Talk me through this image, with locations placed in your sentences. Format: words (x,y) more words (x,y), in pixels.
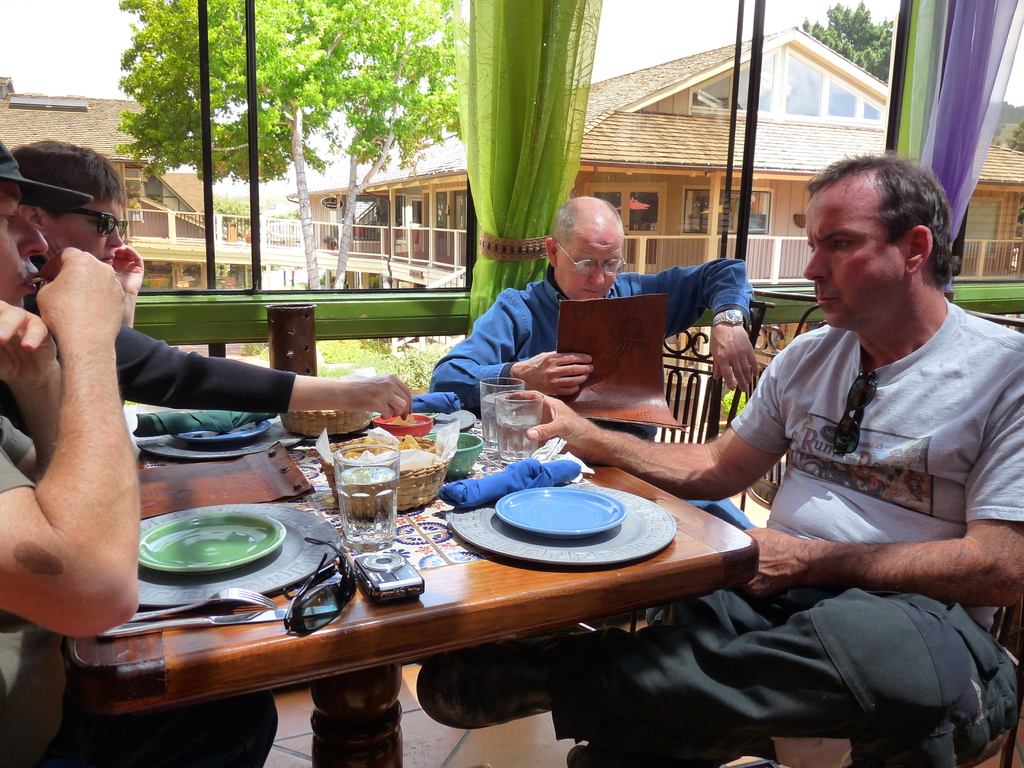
In the image I can see some people (554,286) who are sitting around the table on which there are some things (292,519) placed and also I can see a glass window (274,247) from which I can see some buildings (27,105) and trees (247,205).
